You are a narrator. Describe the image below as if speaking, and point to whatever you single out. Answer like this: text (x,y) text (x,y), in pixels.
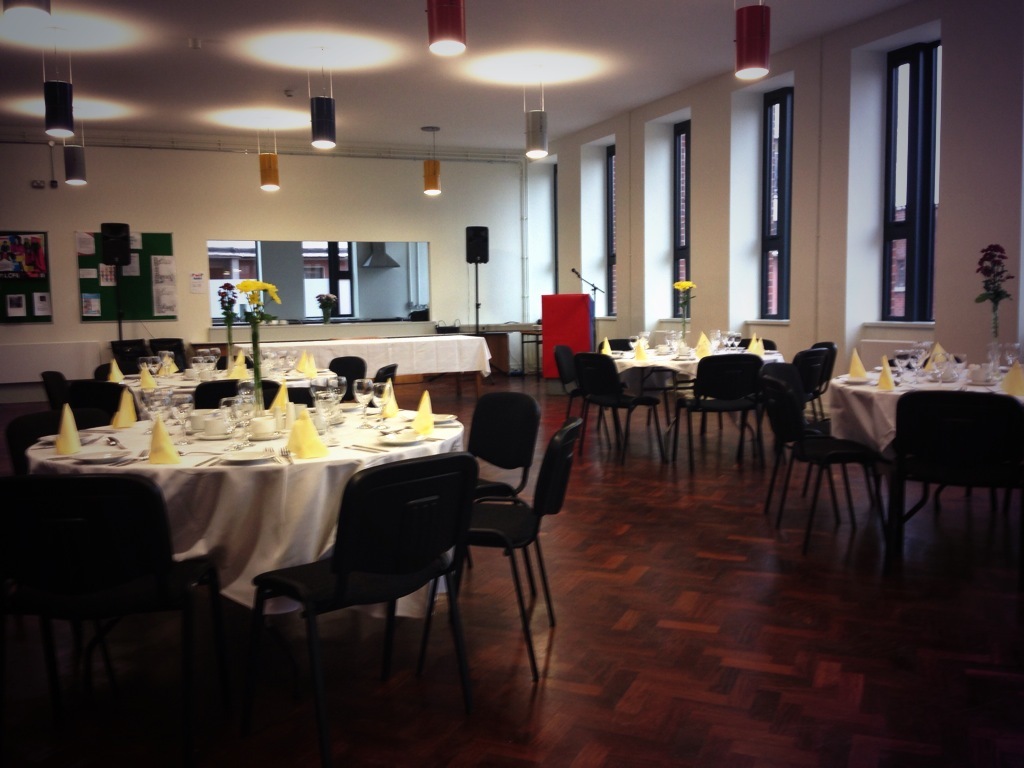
In this picture there are tables (450,343) and chairs (1013,470) on both the sides of the image and there are windows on the right side of the image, there are lamps (316,100) at the top side of the image (450,47).
